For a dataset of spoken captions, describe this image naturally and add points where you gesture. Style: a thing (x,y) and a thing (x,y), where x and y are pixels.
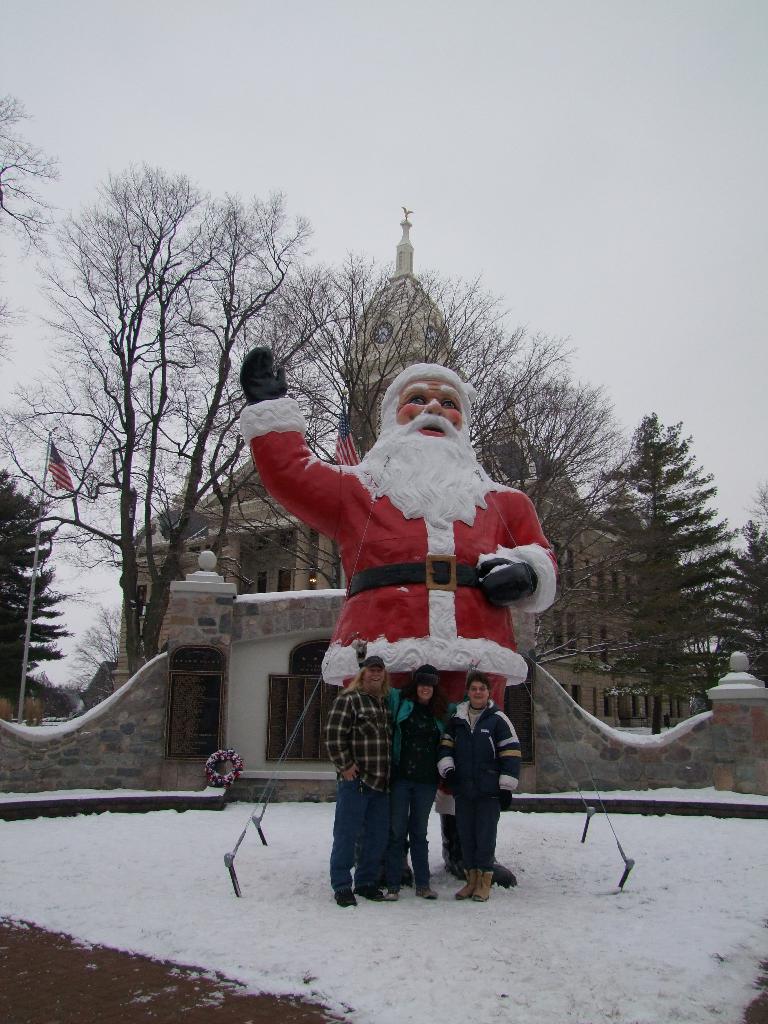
In the picture we can see a snow surface (472,921) and a Santa Claus sculpture (451,693) placed on it and some people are standing near it and in the background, we can see a wall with plaques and flag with a pole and behind it, we can see a historical building (217,520) with a clock tower (444,322) on it and around the building (589,538) we can see many trees (631,551) and a sky (75,545) behind the building (592,552).
